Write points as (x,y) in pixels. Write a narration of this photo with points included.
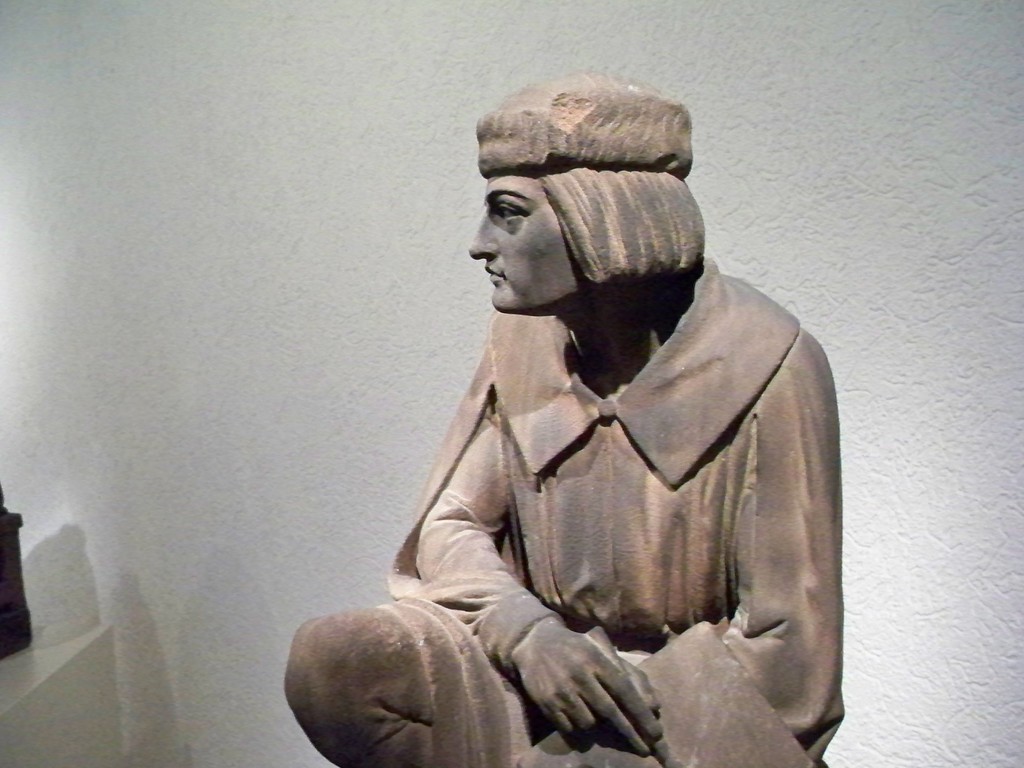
In the foreground of the picture (567,452) there is a sculpture (525,468), behind the sculpture (823,605) it is wall (901,214) painted white.
